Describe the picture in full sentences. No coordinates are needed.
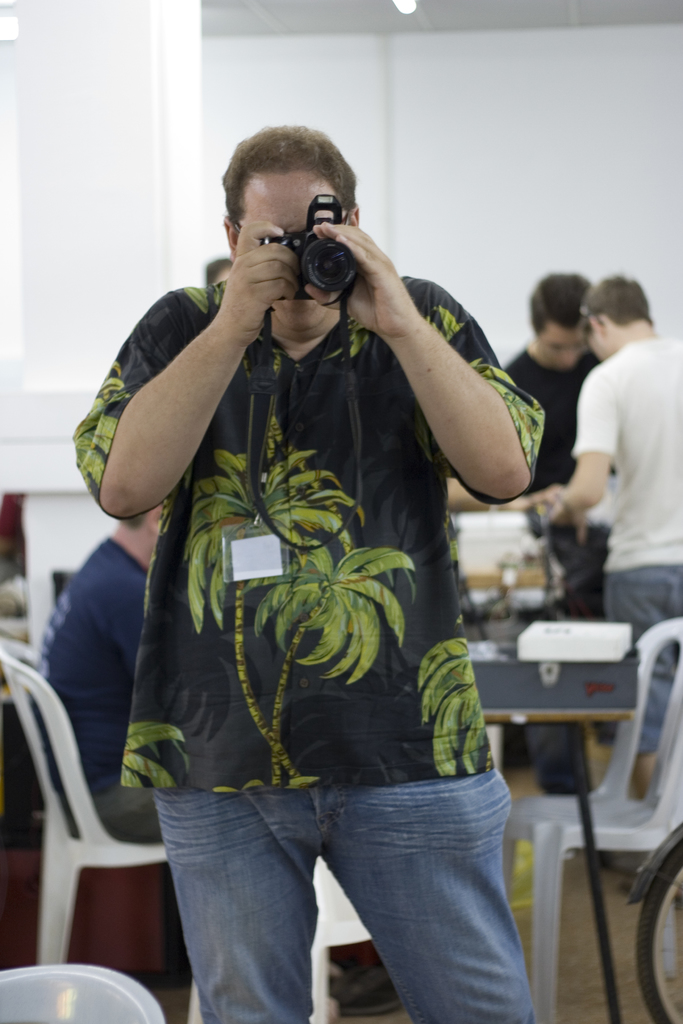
He is standing and is holding a camera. We can see the background there is a table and persons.
